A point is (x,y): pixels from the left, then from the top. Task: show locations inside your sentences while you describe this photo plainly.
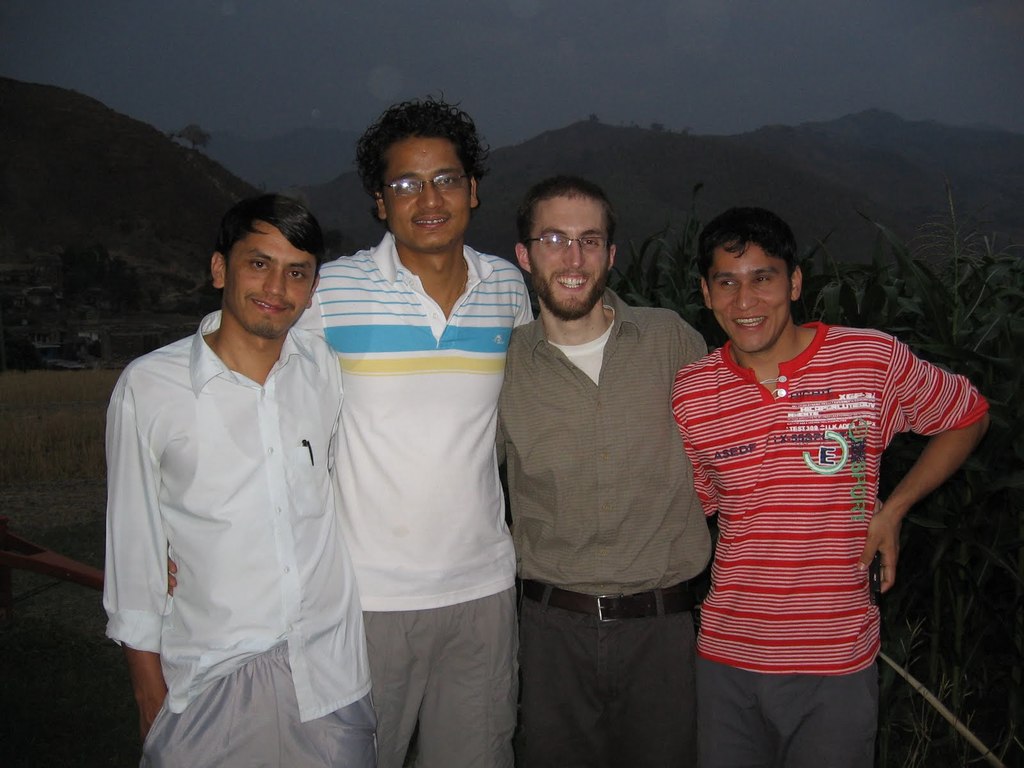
In this image in the front (476,567) there are persons (571,501) standing and smiling. In the background (85,224) there are plants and there are mountains (182,217) and there is dry grass (64,432) on the ground (64,437).
